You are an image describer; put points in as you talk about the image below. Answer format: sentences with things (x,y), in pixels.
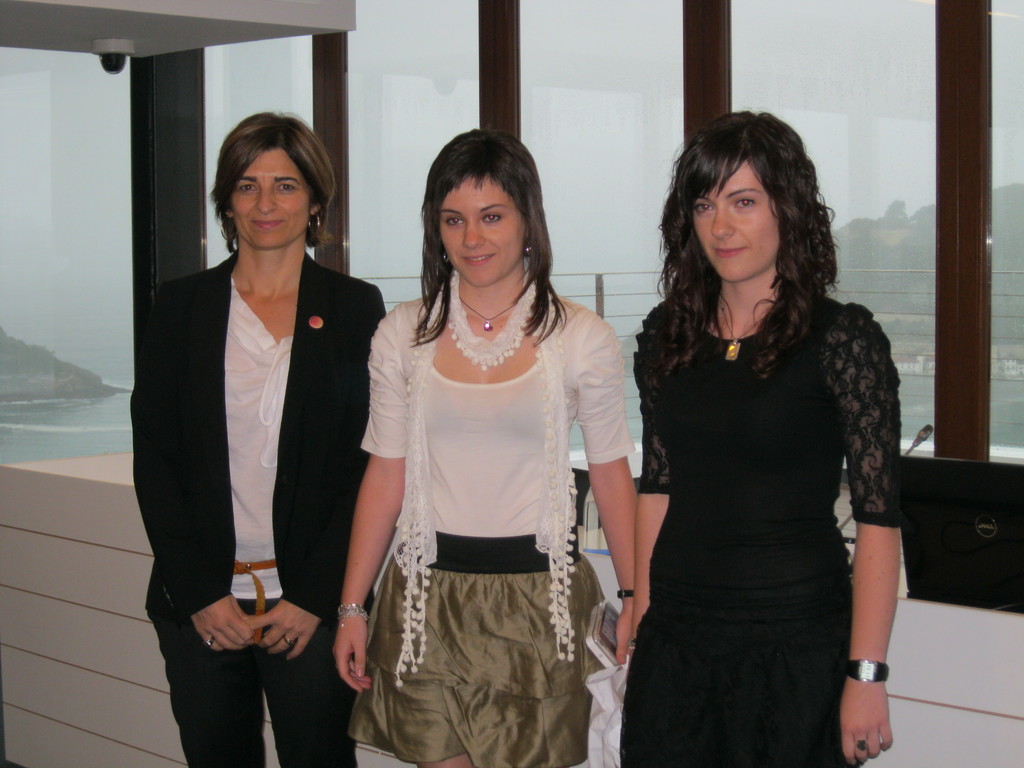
In this image there are three women (509,541), in the background (729,80) there is a glass wall (71,452) and through that wall (64,408) mountains (115,387), sea (118,410) and sky (567,95) are visible.
